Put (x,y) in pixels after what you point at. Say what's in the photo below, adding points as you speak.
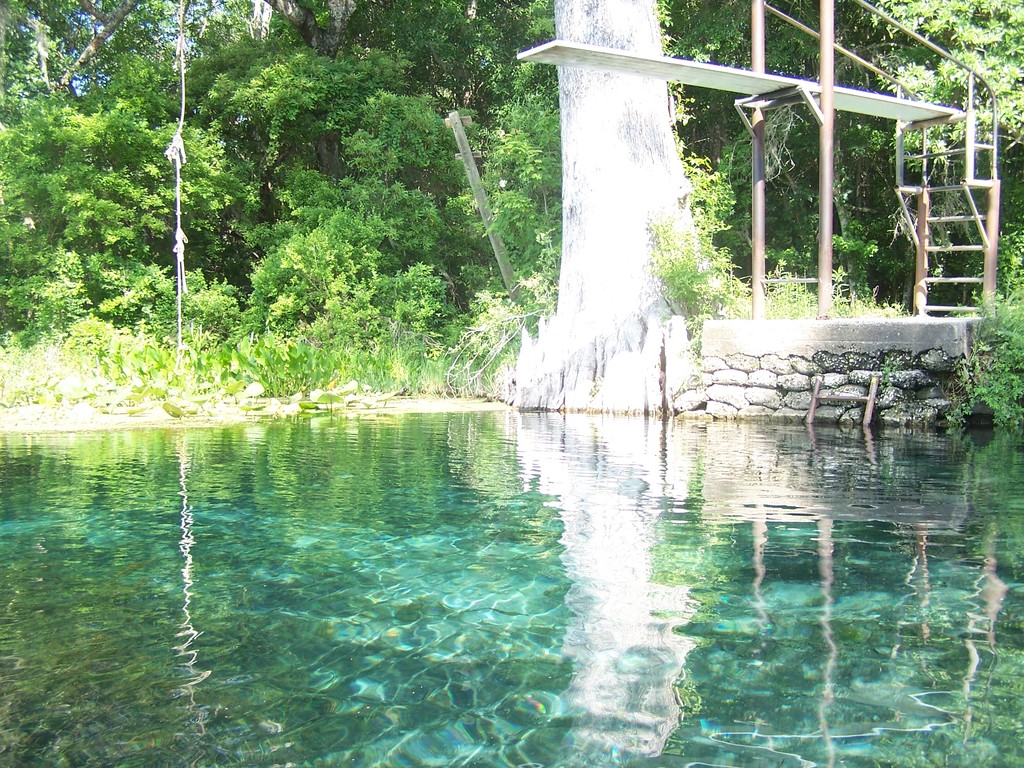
We can see water (273,583), wall (861,357), trees (889,2), rods (822,289), rope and plants (97,377).
